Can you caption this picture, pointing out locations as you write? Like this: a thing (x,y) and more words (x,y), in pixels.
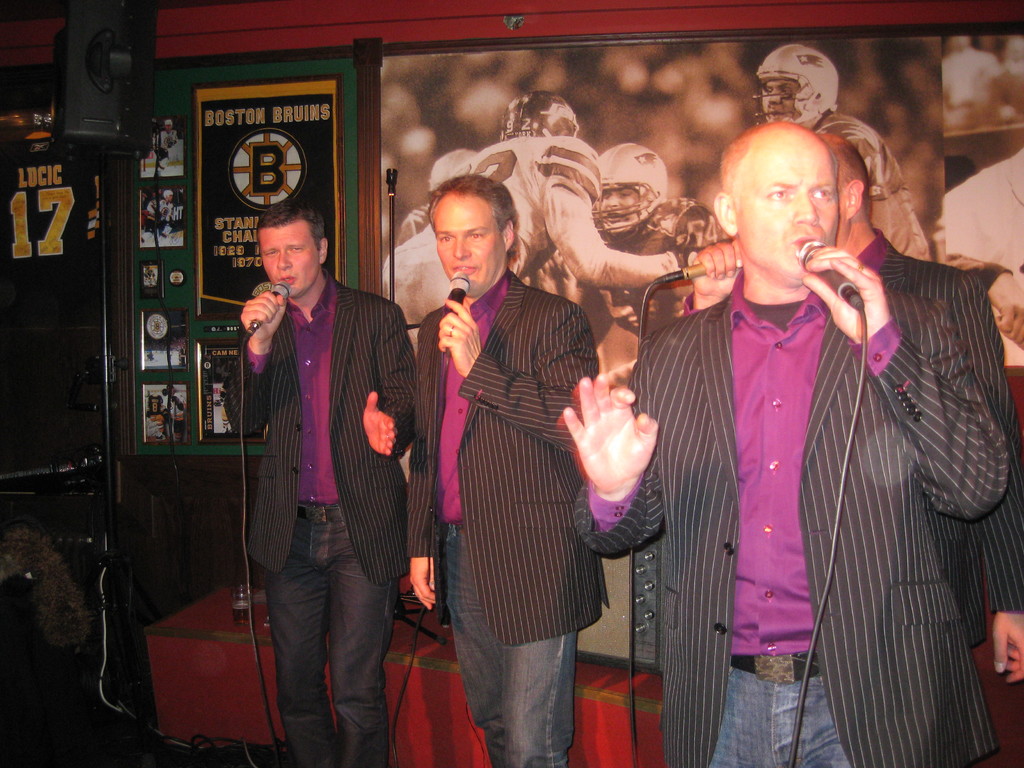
This image consists of four men (666,522) wearing same dresses (550,487) and holding mics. They are singing. In the background (428,94), there is a frame (302,186). At the bottom (117,764), there is a floor (130,751). On the left (249,97), we can see many boards (243,105) and pictures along with a speaker (134,82). The wall (295,28) is in red color.
